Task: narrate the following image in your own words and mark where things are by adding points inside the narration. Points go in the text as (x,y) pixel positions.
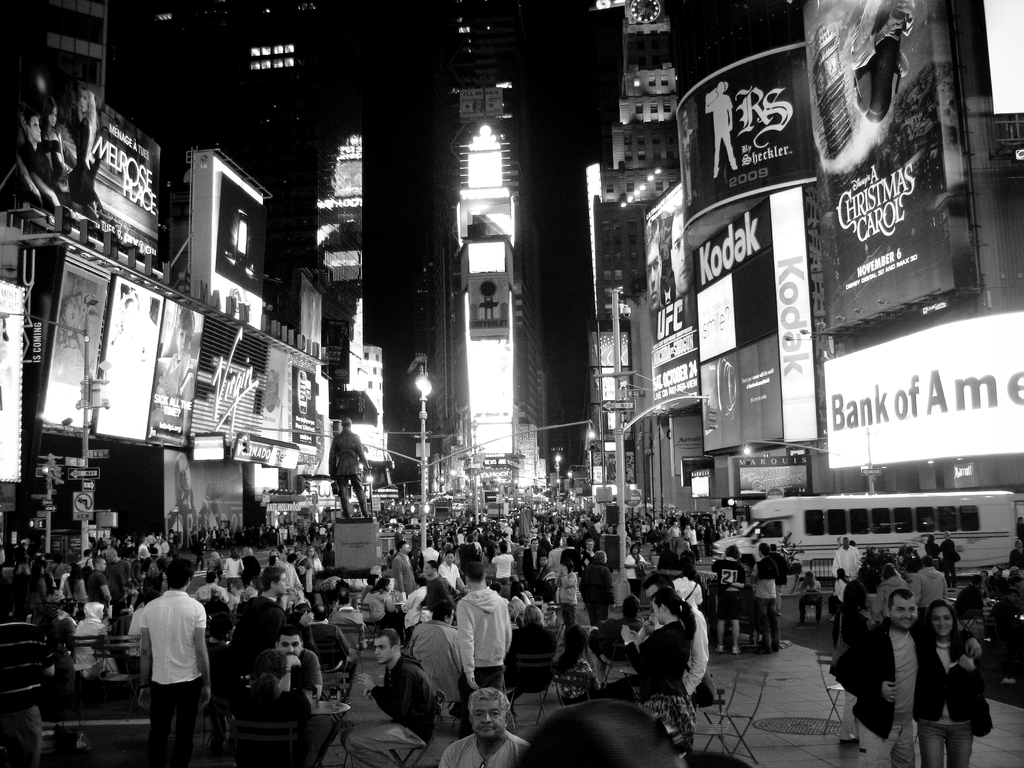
In this image at the bottom (556,637), there are many people (482,540), tables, benches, chairs (750,673). On the right (907,670) there is a man (906,666), he wears a jacket (864,653), t shirt (897,697), trouser (895,733) and there is a woman (953,678), he wears a jacket (939,695), t shirt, trouser (952,743), they are standing. On the left (176,613) there is a man (176,629), he wears a t shirt (180,646), trouser (183,714). In the middle (343,481) there is a statue (346,502) of a man (343,494). At the top (997,225) there are buildings (452,375), street lights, poles (617,331), posters (781,69), lights (471,331).
